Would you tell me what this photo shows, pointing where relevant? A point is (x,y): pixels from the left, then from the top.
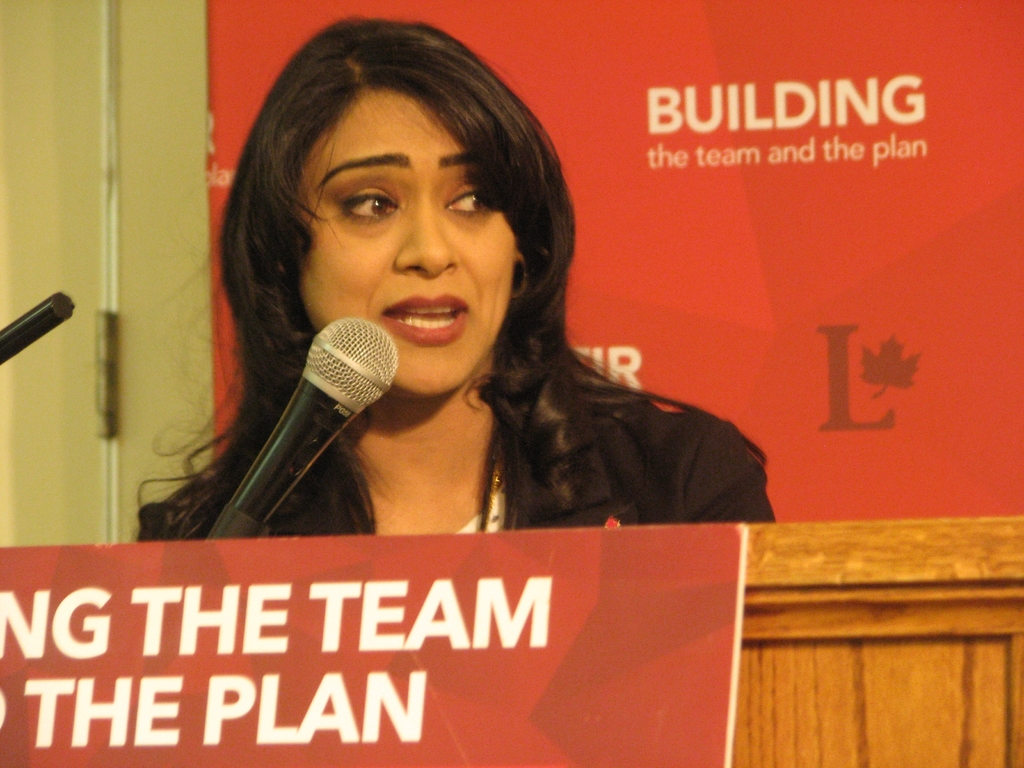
In this image, we can see a woman (460,397) is talking in-front of a microphone (325,404). At the bottom (729,683), we can see wooden pieces (903,643) and board (540,684). Background (592,319) there is a wall (144,235), rod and banner (732,210).
